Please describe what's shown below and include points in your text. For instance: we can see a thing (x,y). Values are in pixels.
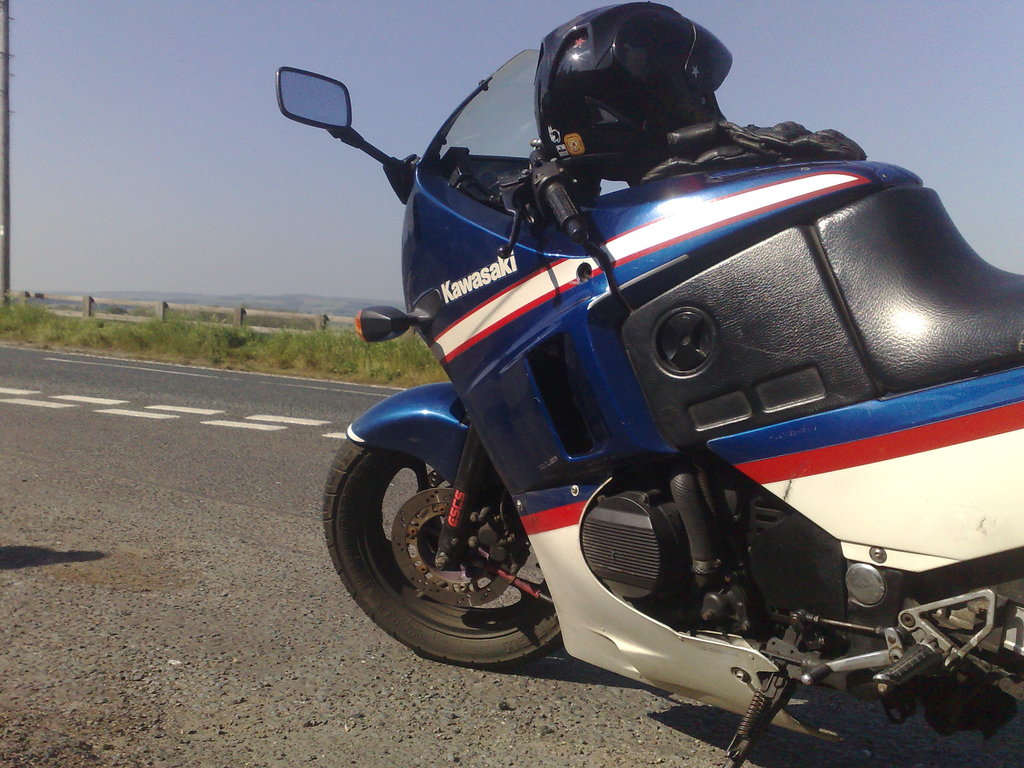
In this picture we can see a motor bike (715,626) on the road (13,432) with a helmet (637,136), gloves (727,160) on it and in the background (162,323) we can see plants (235,357), pole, fence (156,302), sky (86,247).
